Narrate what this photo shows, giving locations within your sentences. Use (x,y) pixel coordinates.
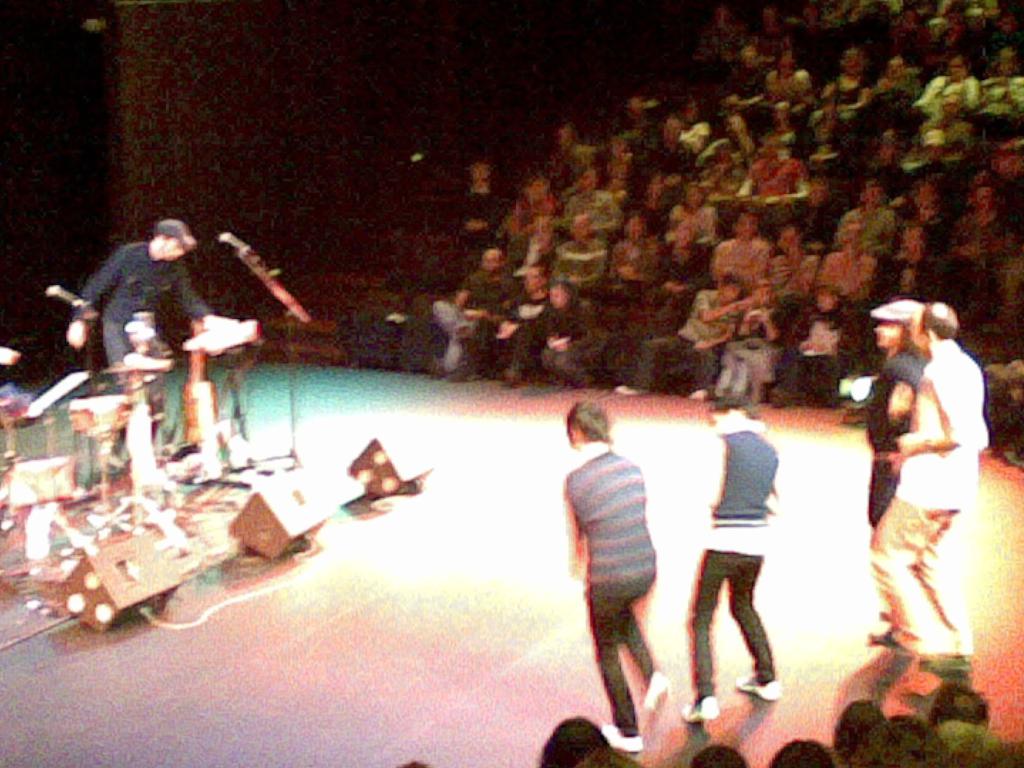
In the foreground of this image (675,486), there are four persons (710,570) standing on the stage (731,667) on the right side (896,636). On the bottom (936,766), there are heads (792,764) of the person (803,764). On the left (139,271), there is a man (144,259) standing and there are musical instruments (189,402) in front of him and there are three speakers (162,567) on the stage (223,568). In the background (769,209), there is the crowd (868,217) sitting and the stairs (400,242).
